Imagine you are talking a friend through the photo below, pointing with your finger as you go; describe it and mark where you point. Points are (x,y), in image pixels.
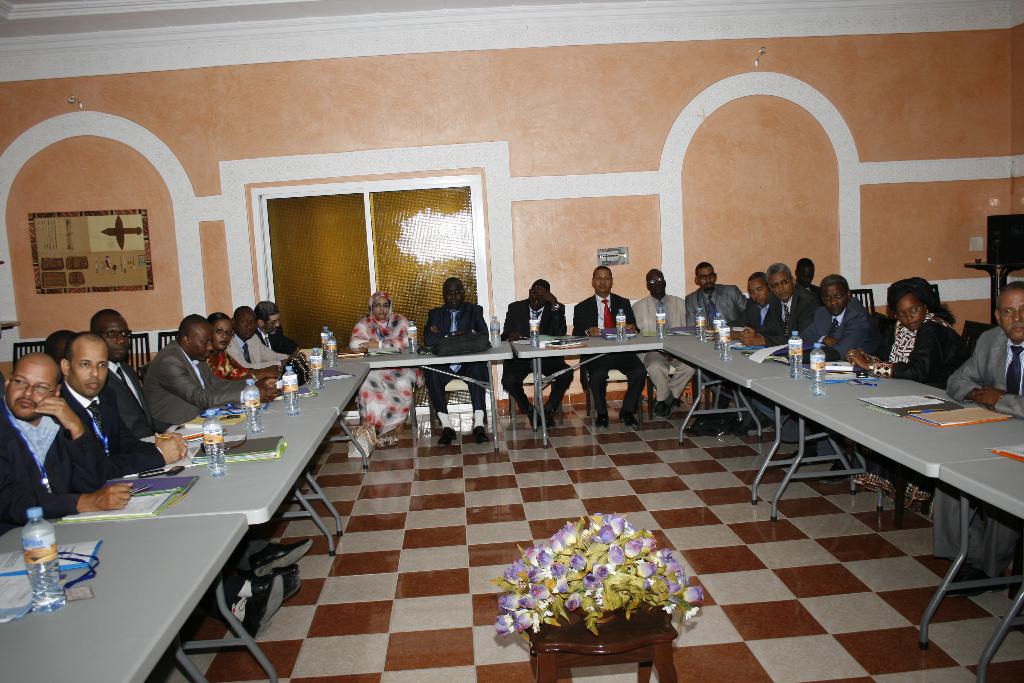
The image is inside the room (489,429). In the image there are group of people (118,381) sitting on chair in front of a table (135,534). On table (124,527) we can see a identity tag (73,599), water bottle (54,593), book (129,509), paper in background (356,241) there is a door (373,235) which is closed and wall (308,130) which is in pink color.
